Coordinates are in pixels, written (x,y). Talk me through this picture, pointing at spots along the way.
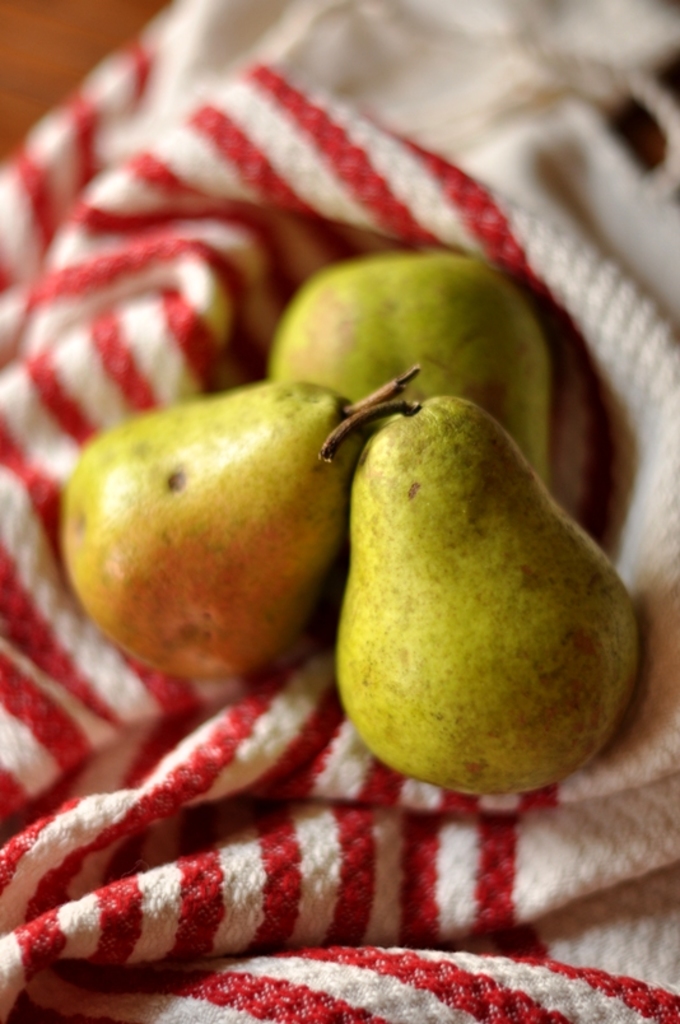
In this picture we can see pears (253,414) in a red and white colored cloth (231,217). At the top (235,49) it is blurred.
